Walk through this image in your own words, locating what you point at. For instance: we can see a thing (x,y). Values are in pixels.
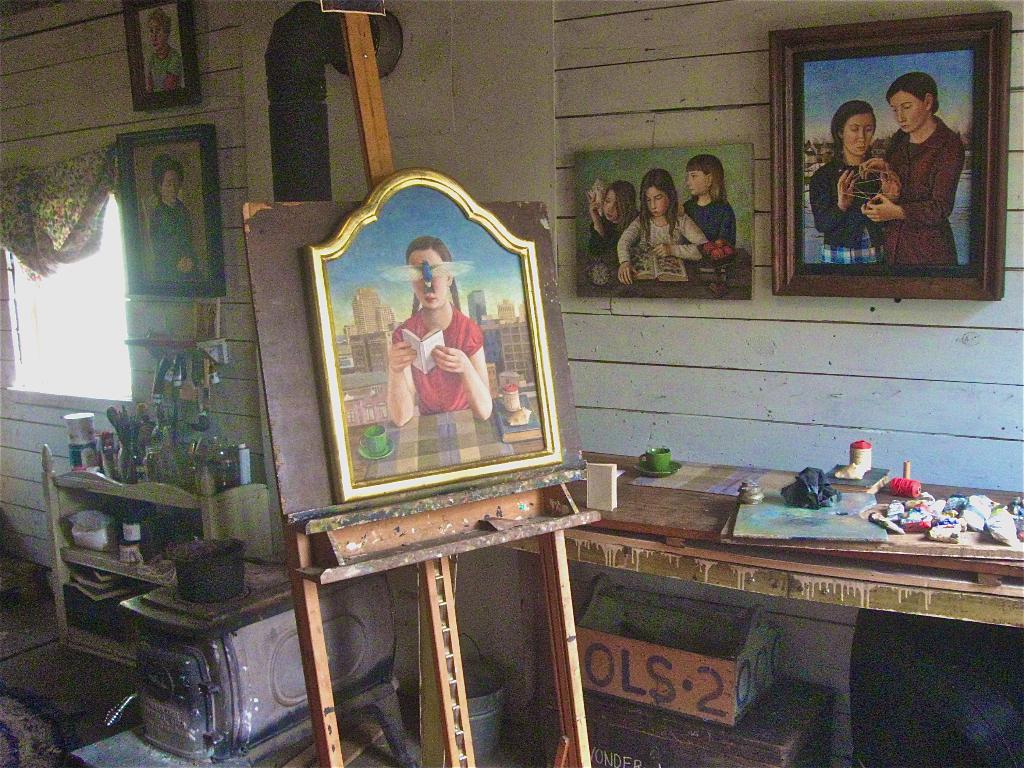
there is a photo frame (496,369) of a girl (399,362) reading a book (429,362). at the right (735,492) there is table (658,503) on which there is a green cup (656,462), saucer (656,466). behind that there is a wall (896,405) on which there are 2 photo frames (803,188). at the left (146,501) there is a table (182,496) on which there are objects (186,462). behind that there is a window (76,304) and a curtain (87,242) on the wall (171,111) and 2 photo frames (178,160).
